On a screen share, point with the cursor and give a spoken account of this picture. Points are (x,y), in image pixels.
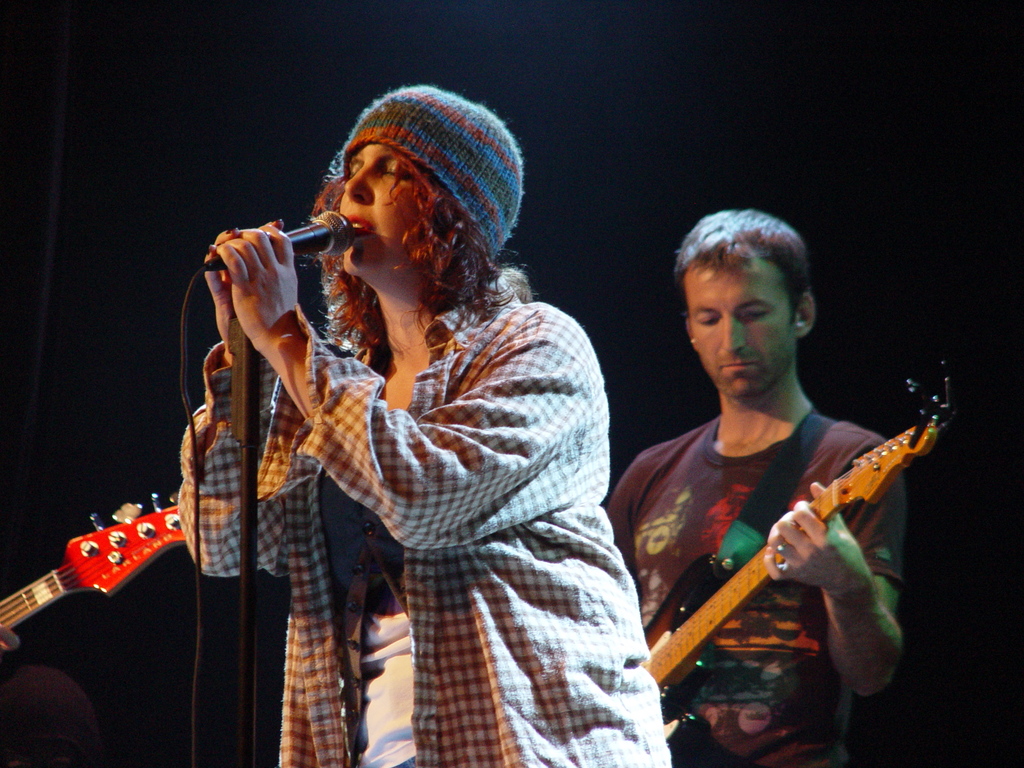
There is a woman (363,205) standing in the center (571,377) and she is singing on a microphone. In the background (690,447) we can see a person (705,230) standing on the right side (761,763) and he is playing a guitar (697,748).
